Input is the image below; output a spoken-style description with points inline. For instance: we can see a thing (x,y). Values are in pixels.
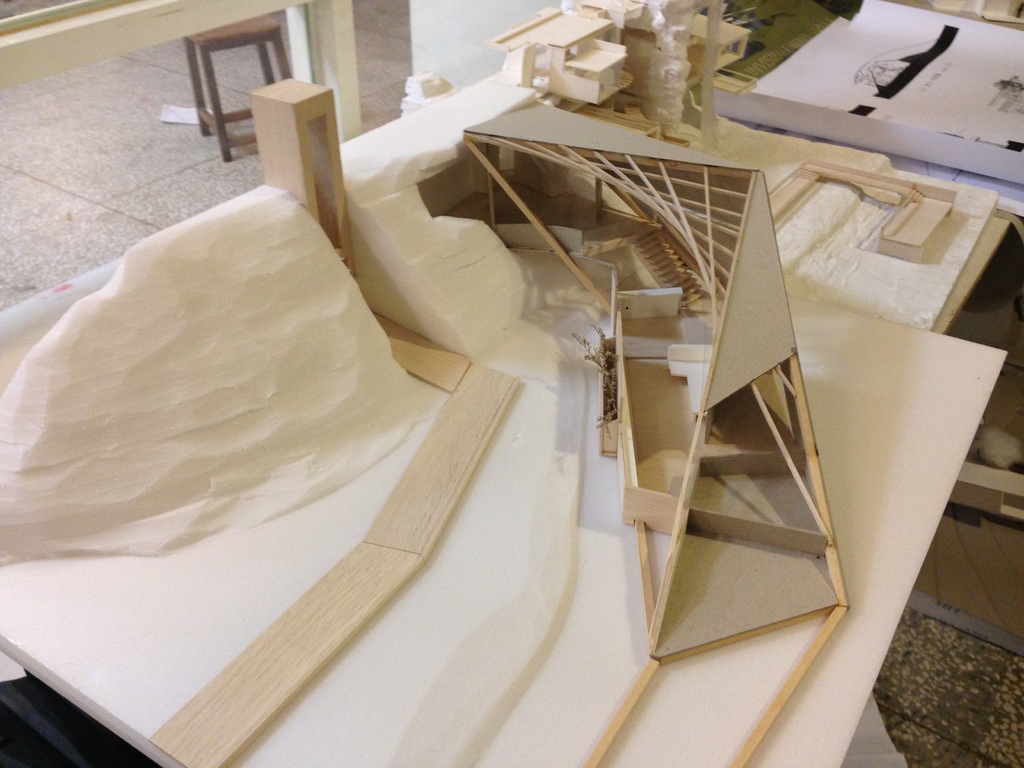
Here we can see some objects (534,167) on a platform (502,514). In the background (267,70) there is a stool (209,50) on the floor (157,149), wall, chart (945,80) and some other objects (688,21).
